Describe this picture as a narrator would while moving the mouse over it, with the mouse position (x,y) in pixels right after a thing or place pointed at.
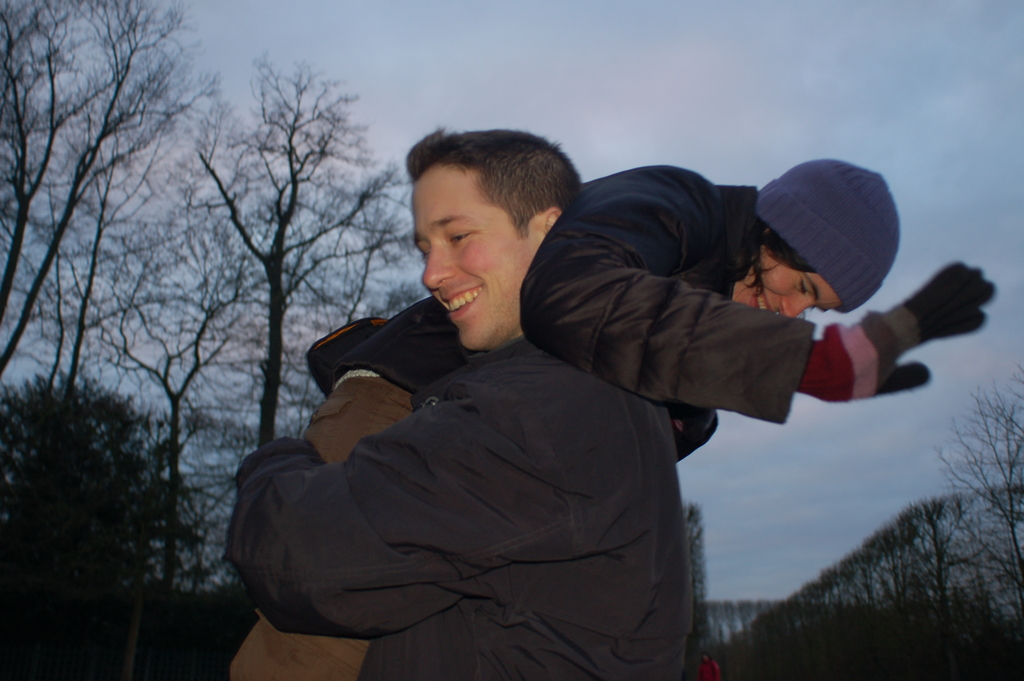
There is a person (482,484) holding another person (535,334) wearing cap (842,226) and gloves (885,350). In the background (247,339) there are trees (916,568) and sky (792,477).
